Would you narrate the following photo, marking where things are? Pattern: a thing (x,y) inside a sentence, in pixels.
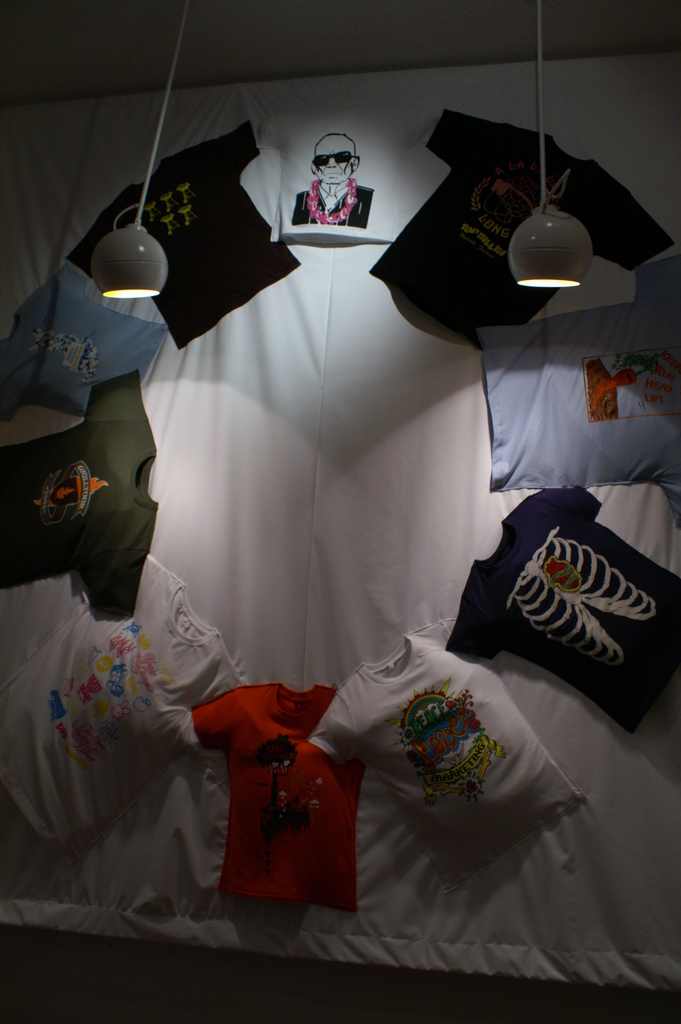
In this image in the center (326,582) there is one blanket (555,911) and on the blanket (451,398) there are some t-shirts (243,240), and at the top (158,260) there are two lights (139,281) and in the background (202,997) there is a wall (218,997).
